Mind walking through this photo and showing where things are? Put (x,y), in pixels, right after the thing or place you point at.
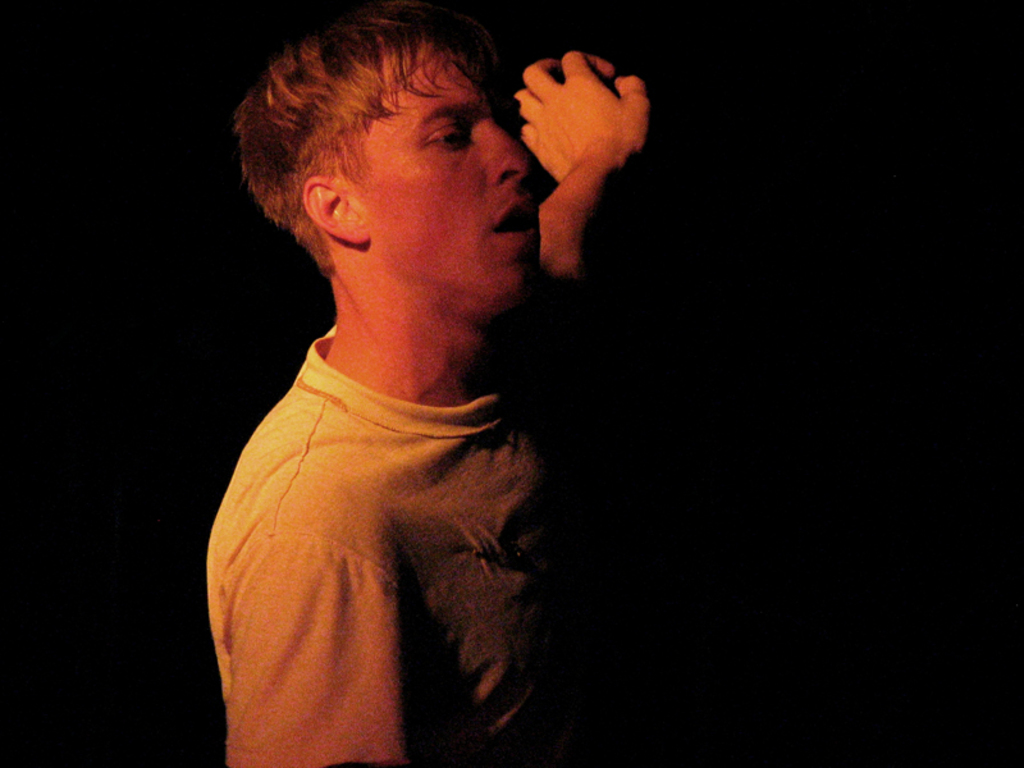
In the image we can see the man (400,571) wearing clothes (385,608) and the background (145,36) is dark.
